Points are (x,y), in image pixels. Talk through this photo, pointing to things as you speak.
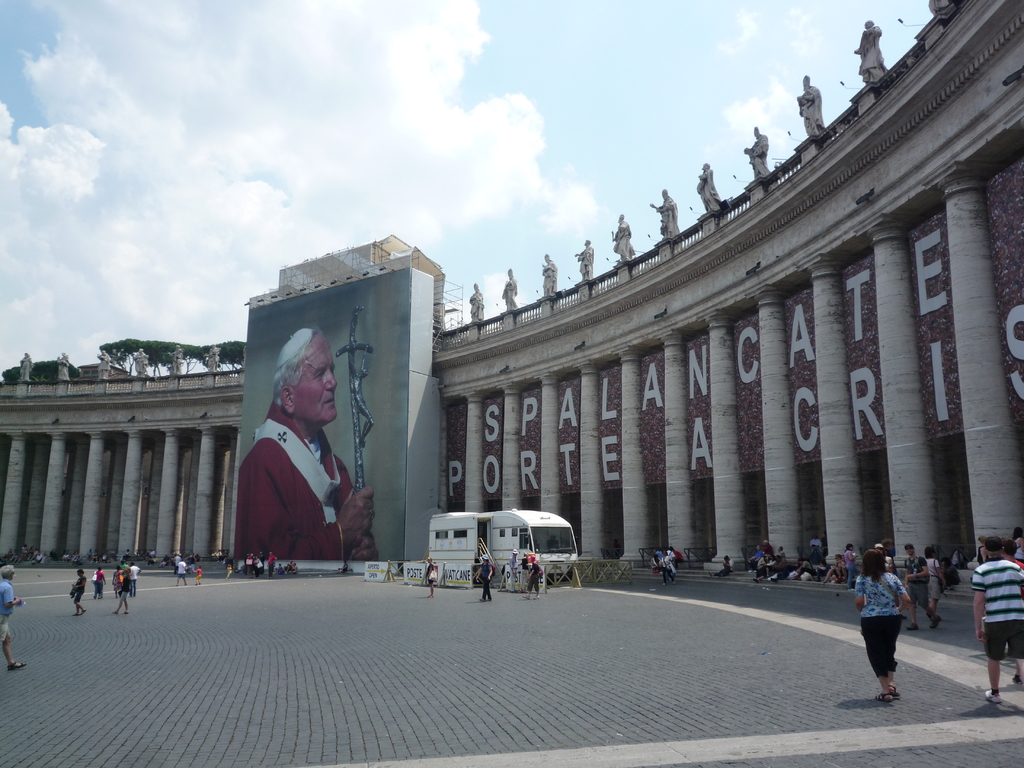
In this image we can see building (781,209), statues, advertisement (360,360), grills (579,581), motor vehicle (431,545) on the road (637,640), persons (863,613) standing on the road (550,640), persons (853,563) sitting on the stairs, trees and sky (317,222) with clouds (462,222).
